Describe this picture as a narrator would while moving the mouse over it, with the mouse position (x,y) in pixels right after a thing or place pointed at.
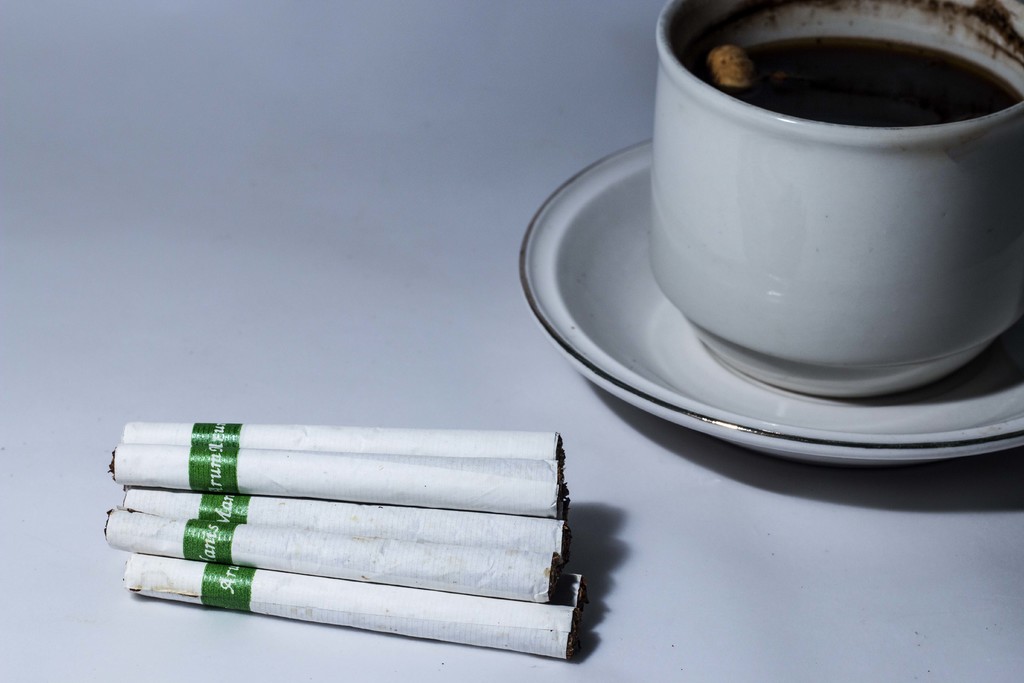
In this picture there is a cup (791,149) of coffee (725,66) on a saucer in the image and there are cigarettes (237,482) in the image.
